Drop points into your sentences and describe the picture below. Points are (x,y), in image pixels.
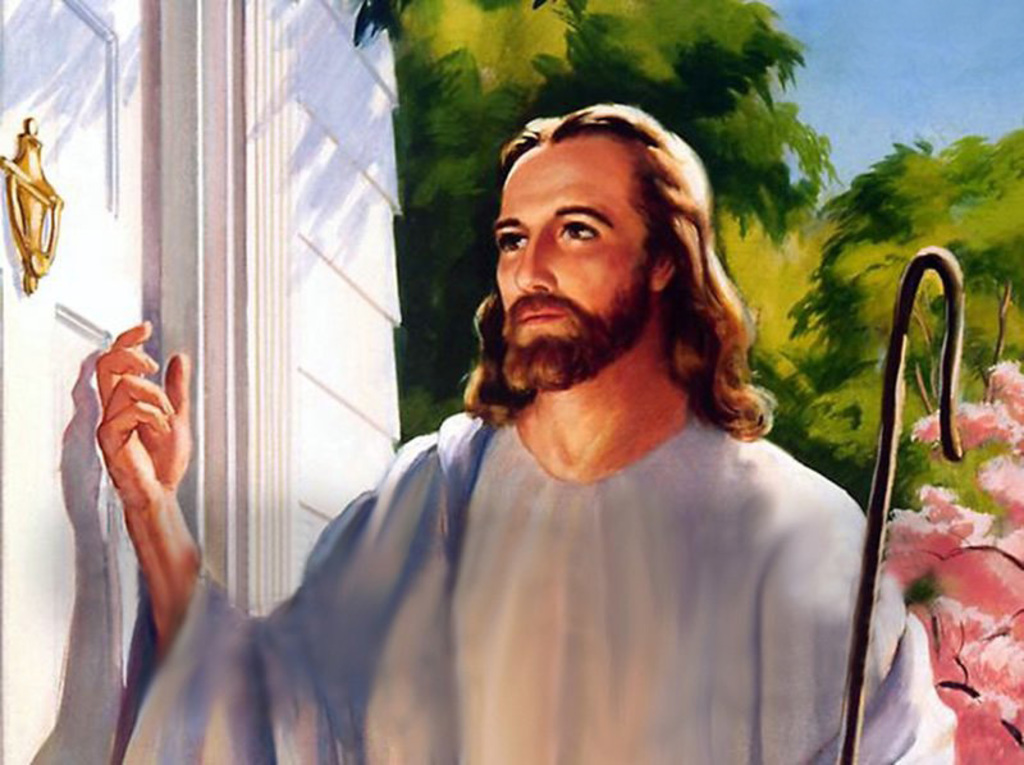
In this picture I can see the painting (503,316). I can see a person (599,345) in it. I can see trees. I can see a door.
